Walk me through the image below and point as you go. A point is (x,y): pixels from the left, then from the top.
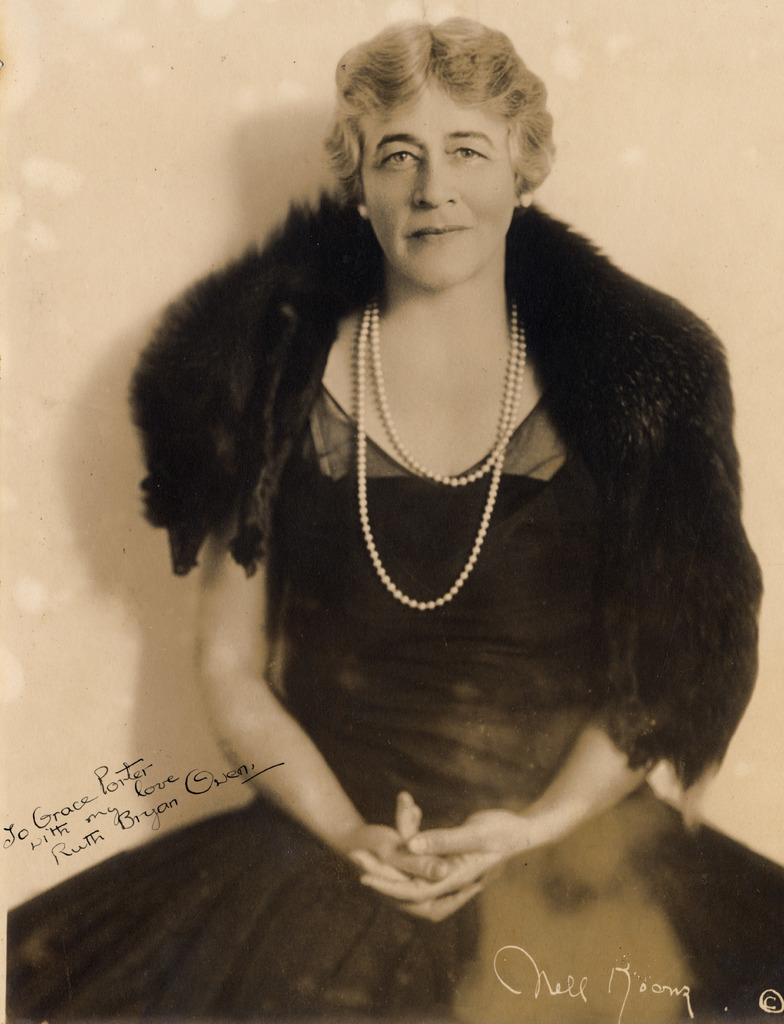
This is an edited picture. In this image there is a woman (531,441) sitting and smiling. At the back (122,184) it looks like a wall (122,423). On the left side of the image (25,836) there is text (238,782). At the bottom right (575,995) there is text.
